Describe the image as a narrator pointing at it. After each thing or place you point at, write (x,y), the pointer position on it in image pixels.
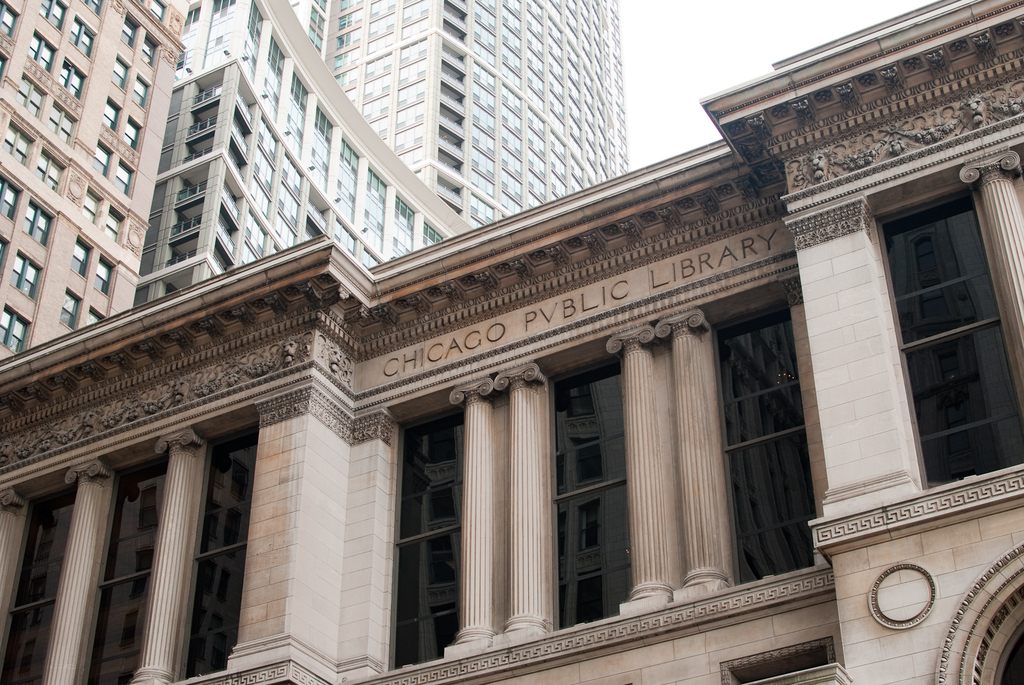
In this image we can see few buildings (448,270). In the foreground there is some text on the building (843,263). In the top right (757,15), we can see the sky (712,42).
